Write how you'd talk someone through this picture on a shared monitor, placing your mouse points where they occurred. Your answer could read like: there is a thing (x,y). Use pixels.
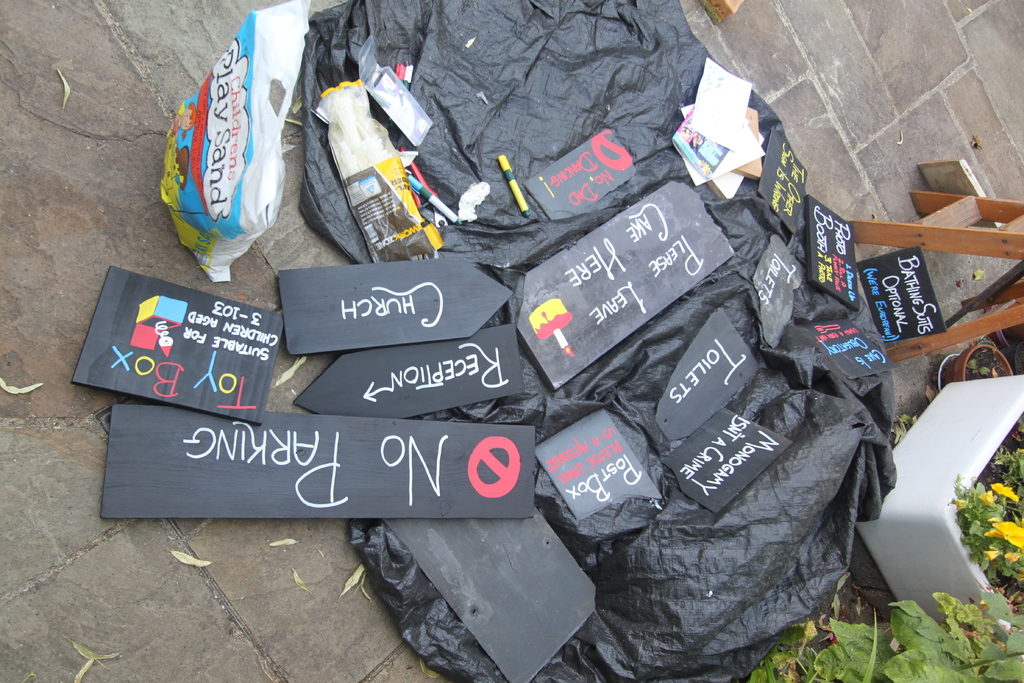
In this image we can see some boards (339,437) with text (394,293), pens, bags (228,151) and some objects (348,189) placed on the ground (347,552). On the right side of the image (890,526) we can see flowers (1008,537) on plants (1018,500), some pots (952,506) and a ladder (926,235).
